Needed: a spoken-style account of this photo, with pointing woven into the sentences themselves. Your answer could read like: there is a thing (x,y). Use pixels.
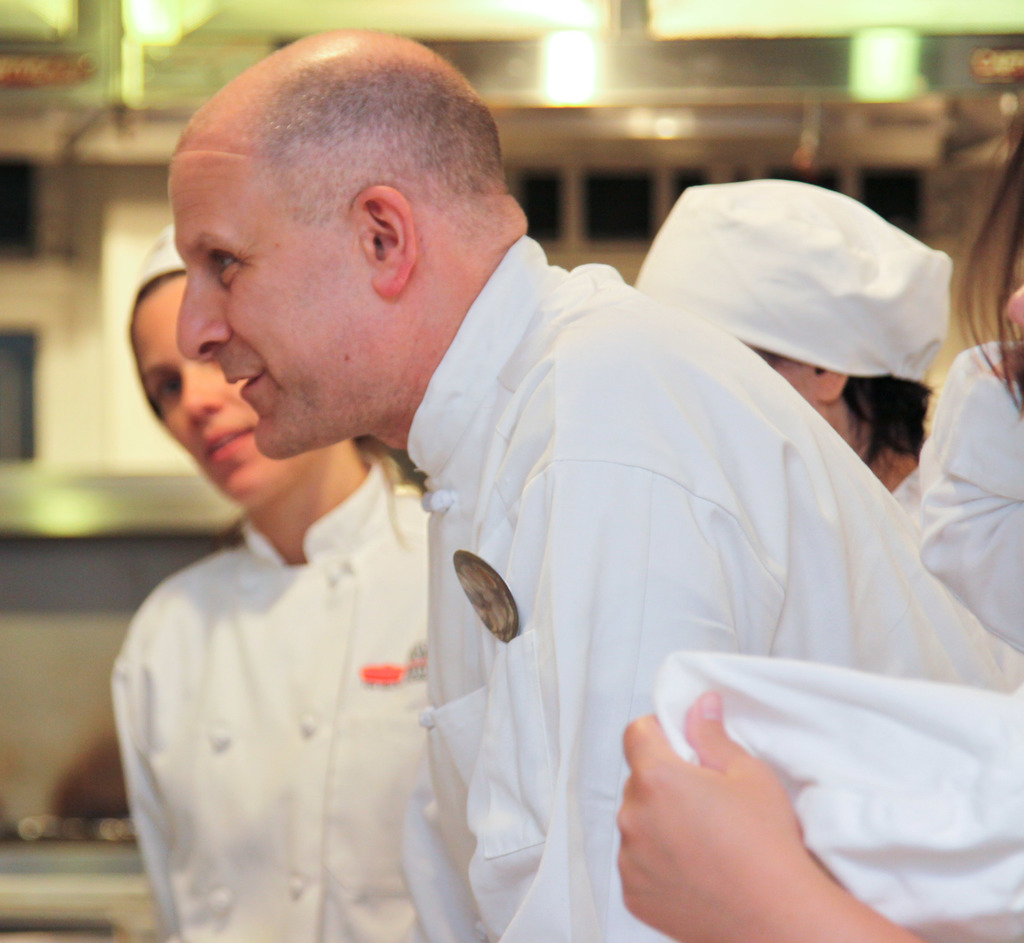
In this image I can see few people (241,574) and I can see all of them are wearing white dress (543,687). I can also see few of them are wearing white caps (737,243) and I can see this image is little bit blurry from background (79,712).
